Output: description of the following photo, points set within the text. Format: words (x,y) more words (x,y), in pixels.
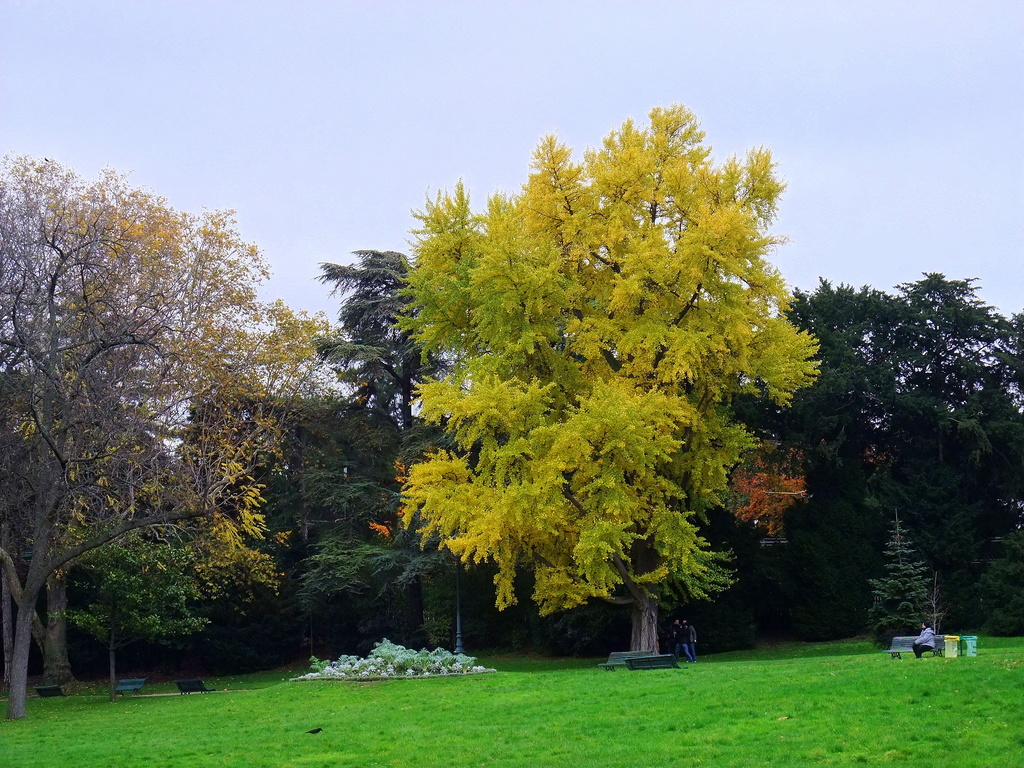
In this image, we can see some grass (659,702) on the ground (602,735). There is a person (932,638) sitting on the bench (900,648). There are some trees (405,430) in the middle of the image (443,403). There is a sky (463,35) at the top of the image (457,63).
